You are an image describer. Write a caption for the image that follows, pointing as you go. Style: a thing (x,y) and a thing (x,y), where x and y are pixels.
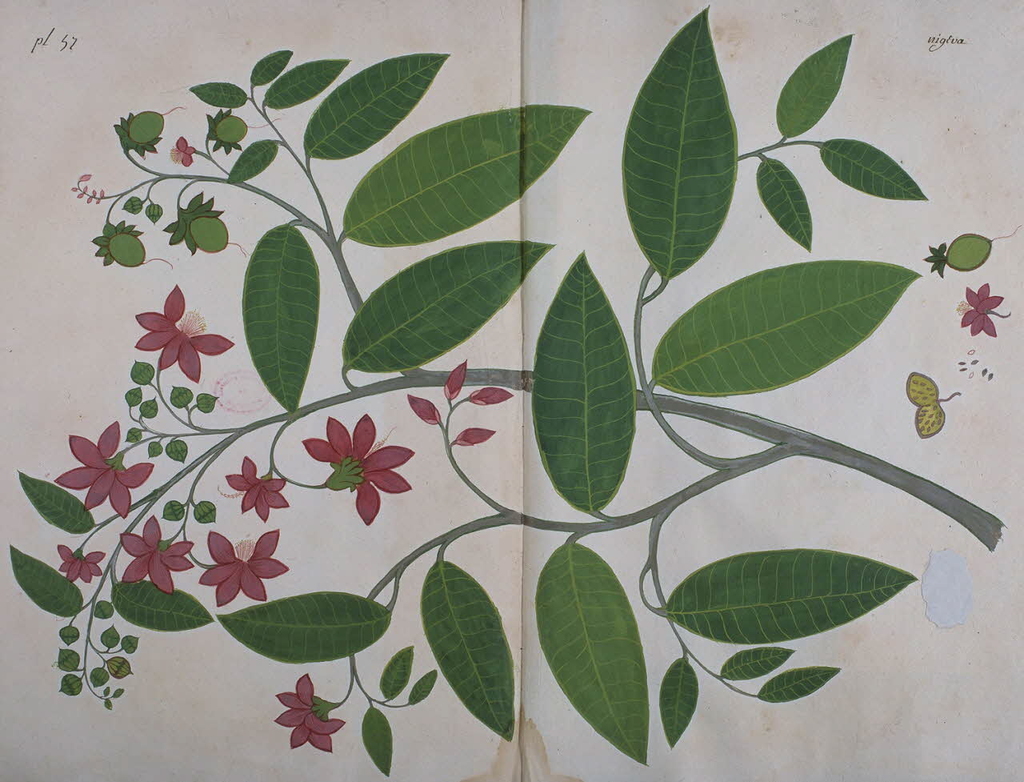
In this image, we can see paintings (172,561) on a white surface (377,562). Here we can see leaves (552,439), stems (816,443), branches (450,531), flowers (93,480) and flower buds (169,235). Top of the image (940,43), we can see some text (958,43).
